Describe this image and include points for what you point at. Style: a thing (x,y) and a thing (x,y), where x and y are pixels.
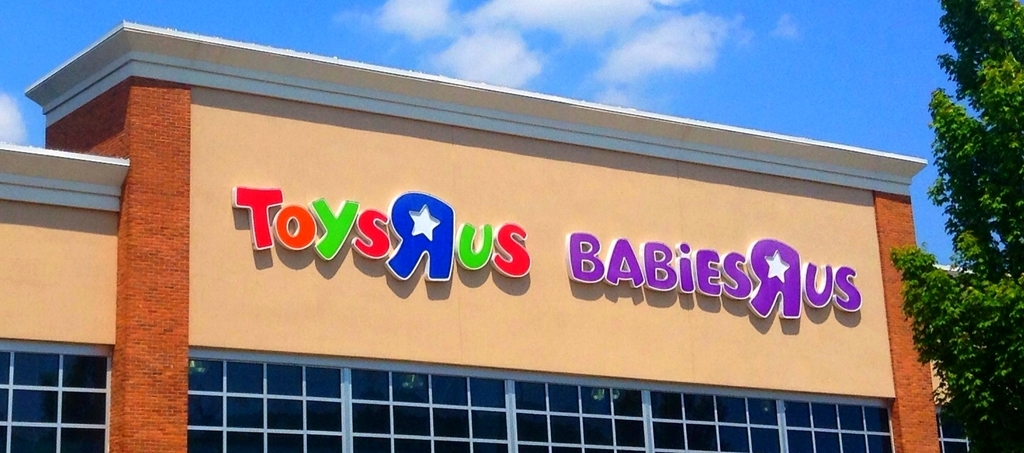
This is an outside view. Here I can see a building (459,374) and there are few letter blocks (504,261) attached to the wall (722,194). At the bottom (399,429), I can see the glass (636,434). On the right side (968,274) there is a tree (978,377). At the top of the image (824,74) I can see the sky (616,38) and clouds (510,46).
